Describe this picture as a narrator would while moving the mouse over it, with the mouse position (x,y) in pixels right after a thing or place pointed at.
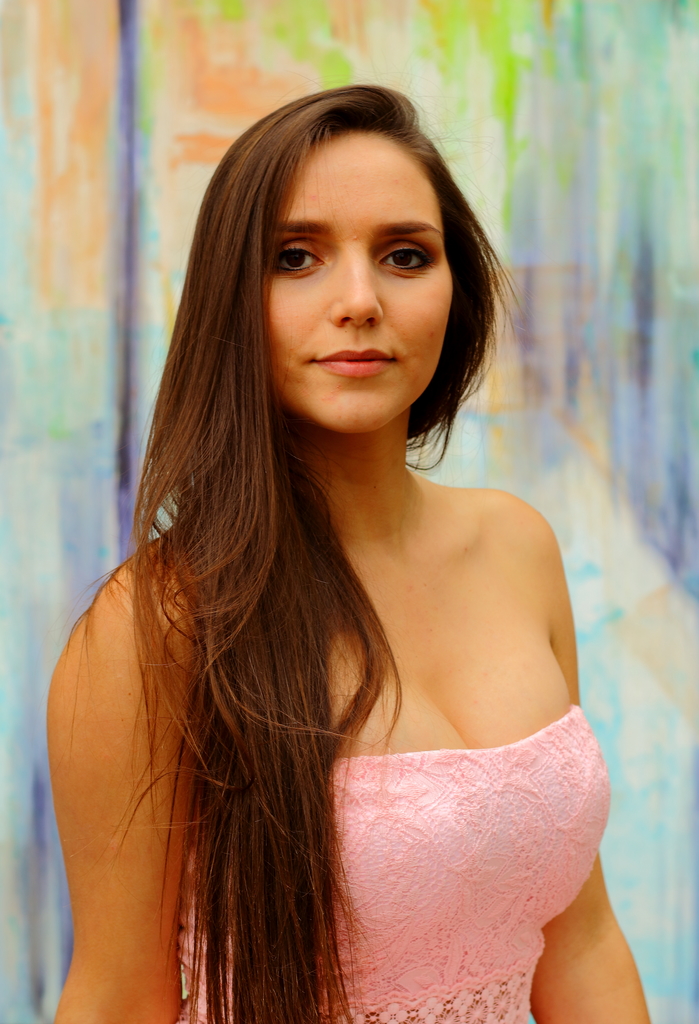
In the middle of the image (347,561) there is a lady (455,698) with pink dress (467,871) is standing. Behind her there is a colorful background (42,497).
